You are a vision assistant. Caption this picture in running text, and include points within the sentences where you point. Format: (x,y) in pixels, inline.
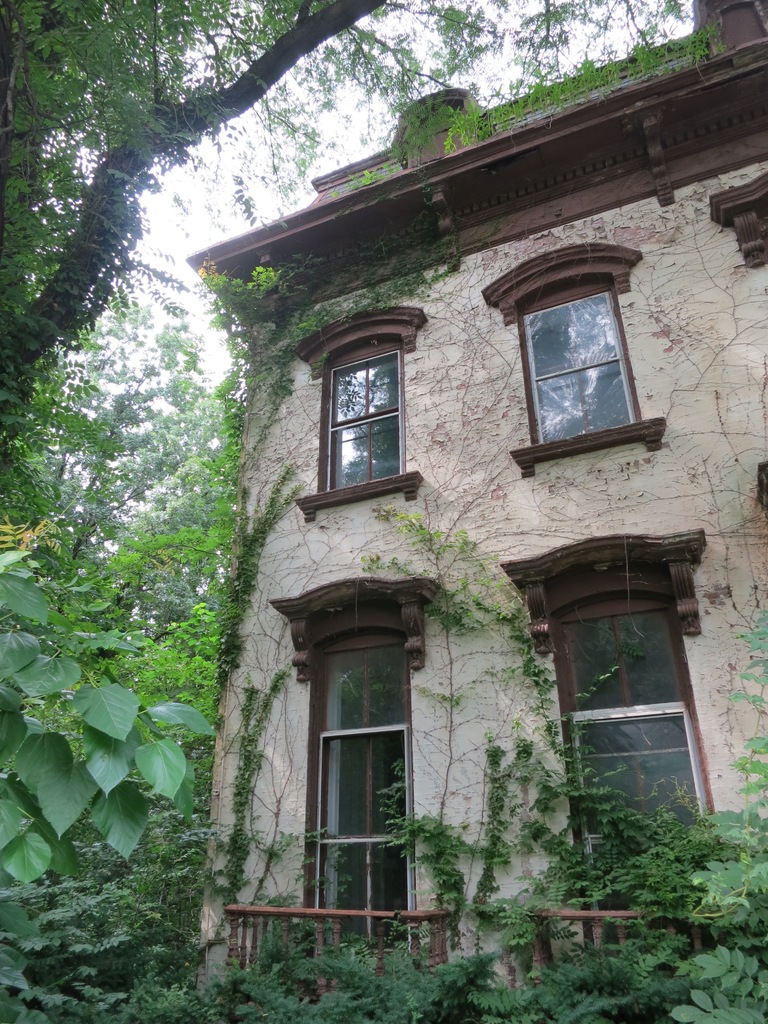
In this image there are trees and leaves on the left corner (246,363). There is a building (693,163) with windows (573,811), wooden railing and trees (754,988) on the right corner (679,656). There is sky (410,92) at the top (349,129).
